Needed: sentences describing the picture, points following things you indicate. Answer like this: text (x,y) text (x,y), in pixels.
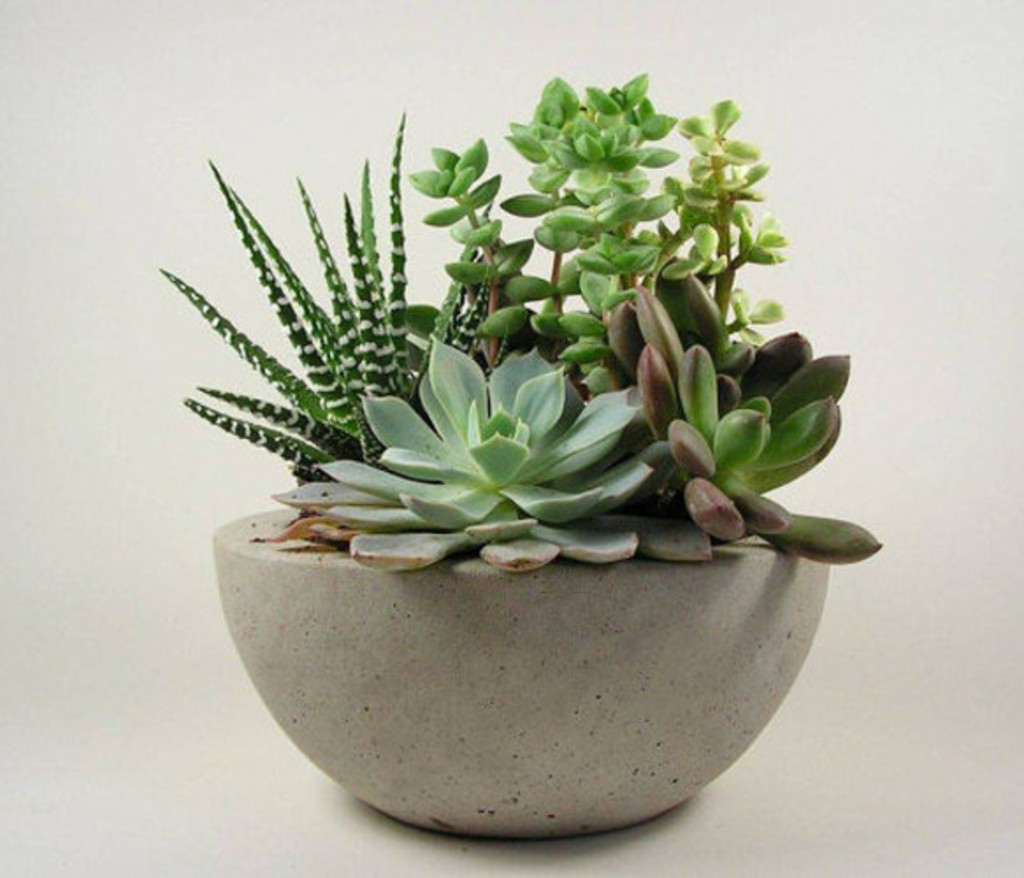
In the image there is a plant pot (712,636) on the floor (1013,803).
